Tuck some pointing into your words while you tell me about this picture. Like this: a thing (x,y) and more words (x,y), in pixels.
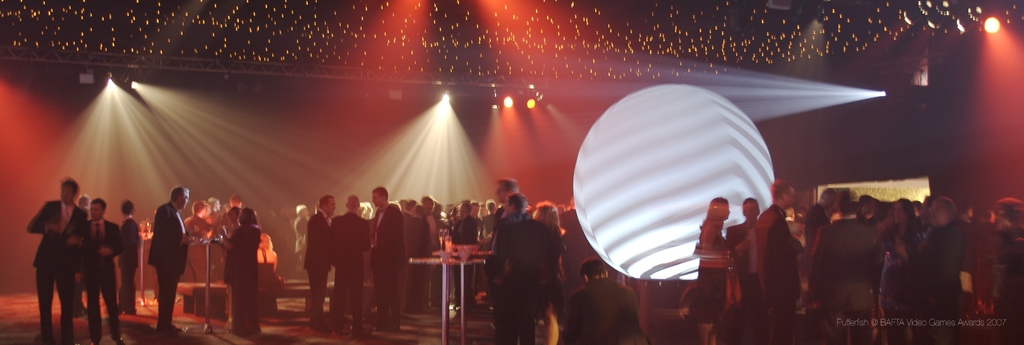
In this image we can see these people (1008,266) are standing on the floor (202,330), here we can see a few tables (443,273) on which we can see a few things (472,251) are kept, we can see show lights (444,142) and the background of the image (967,125) is dark. Here we can see watermark (864,325) on the bottom right side of the image (874,319).
